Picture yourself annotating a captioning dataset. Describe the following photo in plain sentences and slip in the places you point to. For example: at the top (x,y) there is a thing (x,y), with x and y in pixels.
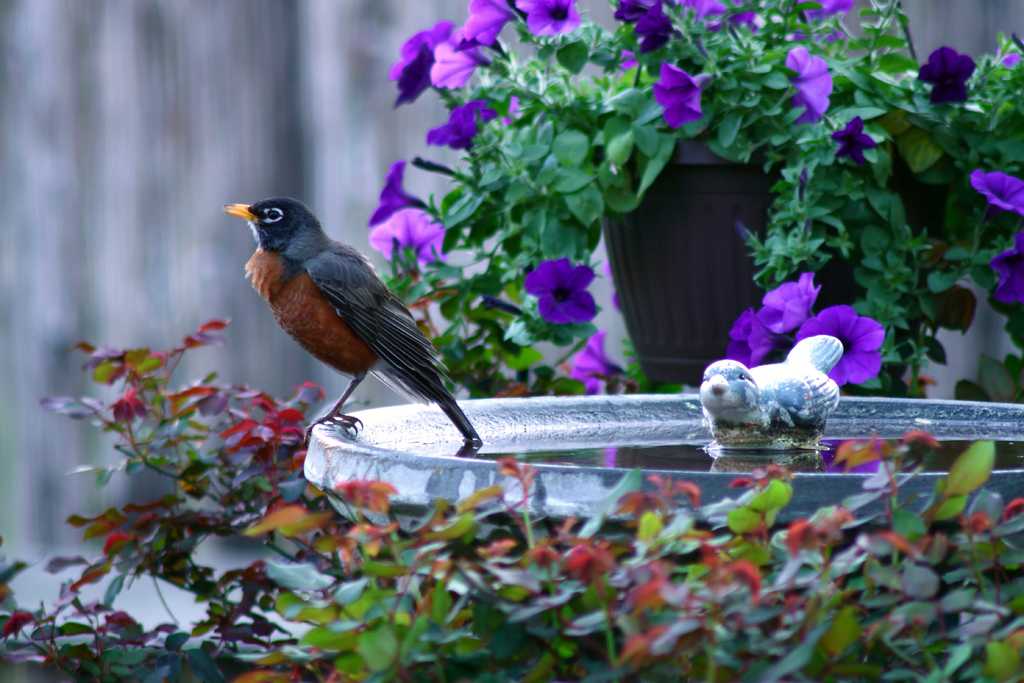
There is a bird (306,221) in brown and black color combination, standing on an object (429,479). Beside this bird (312,285), there is a statue (810,344) of a bird (817,417). On the right side (867,491), there are plants (969,545). On the left side (175,479), there are plants (215,484). In the background (430,37), there are violet color flowers (582,306) of a pot plant (734,123) which is having green color leaves (641,128). And the background (215,79) is blurred.
